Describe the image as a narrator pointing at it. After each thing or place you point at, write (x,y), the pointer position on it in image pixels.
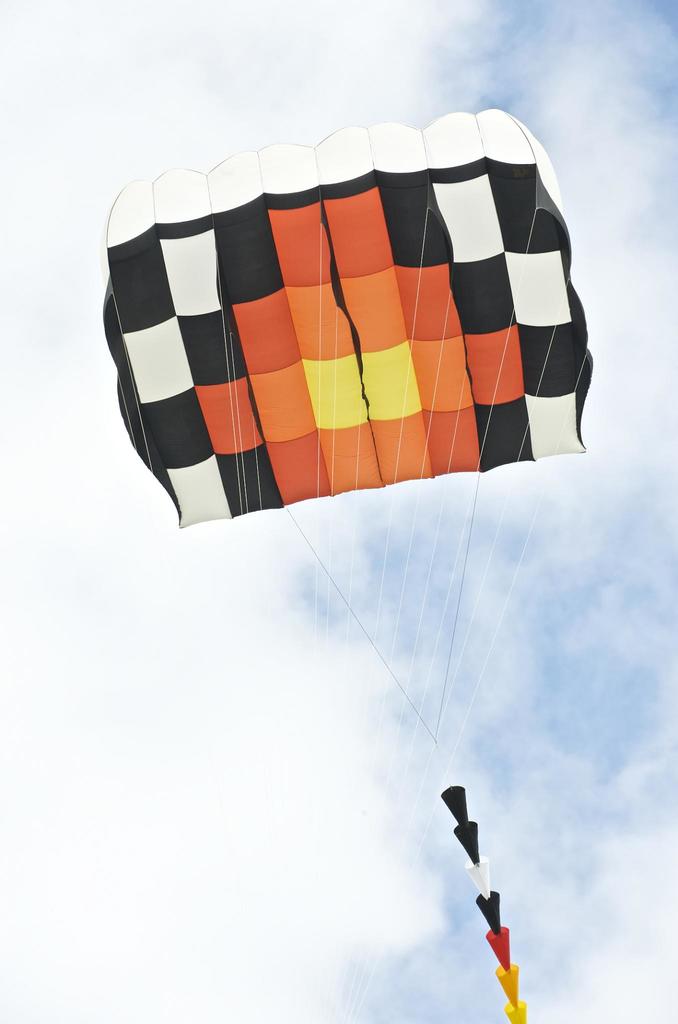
In the picture we can see a kite (176,379) is flying in the air (517,697) and behind it, we can see the sky (536,672) with clouds (372,704).
